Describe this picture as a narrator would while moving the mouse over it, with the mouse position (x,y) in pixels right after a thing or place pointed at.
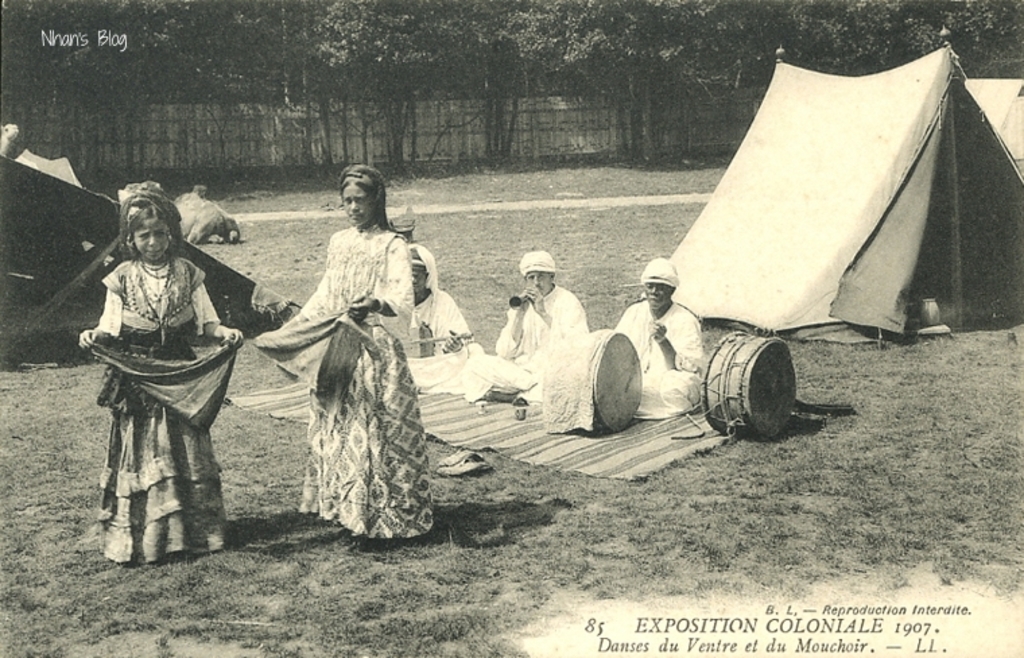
In this image we can see two persons (350,301) standing and wearing clothes (168,322). There are three persons (524,328) in the middle of the image (539,331) sitting on the mat (445,404) and playing musical instruments (614,382). There is a tent (759,209) in the top right (780,134) and in the top left of the image (62,174). There are some trees (552,1) at the top of the image (686,25).
